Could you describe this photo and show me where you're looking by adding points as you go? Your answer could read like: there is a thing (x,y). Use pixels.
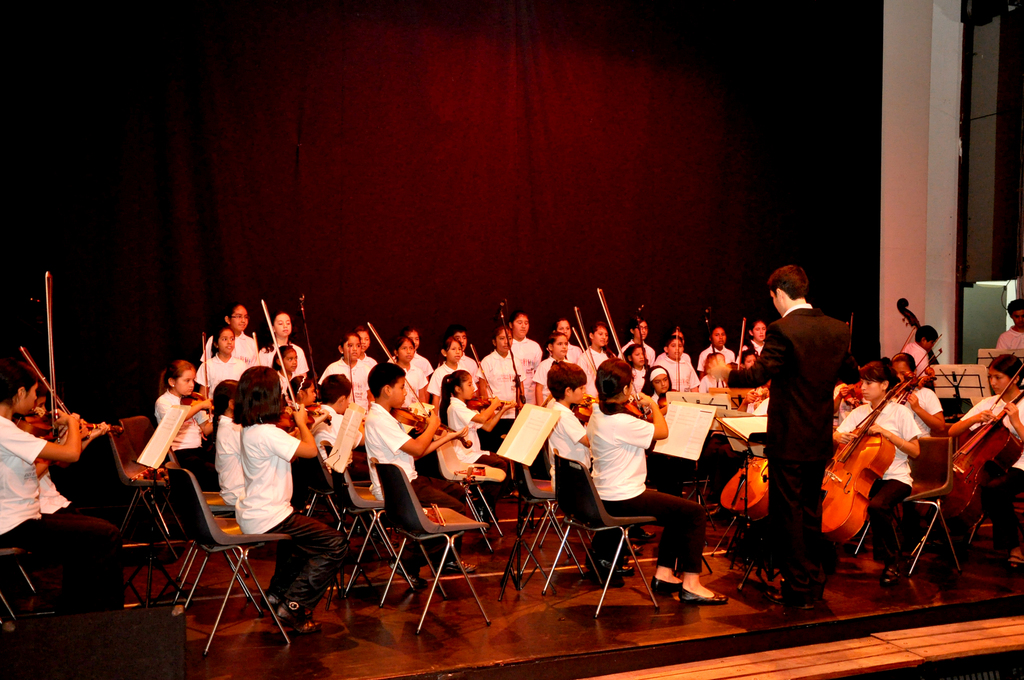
In this picture we can observe some children (376,424) sitting in the chair (134,468). There are violins (187,401) in some of their hands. We can observe a person (777,358) standing, wearing black color coat (793,384). In the background (481,176) there is a maroon color cloth (458,131).
